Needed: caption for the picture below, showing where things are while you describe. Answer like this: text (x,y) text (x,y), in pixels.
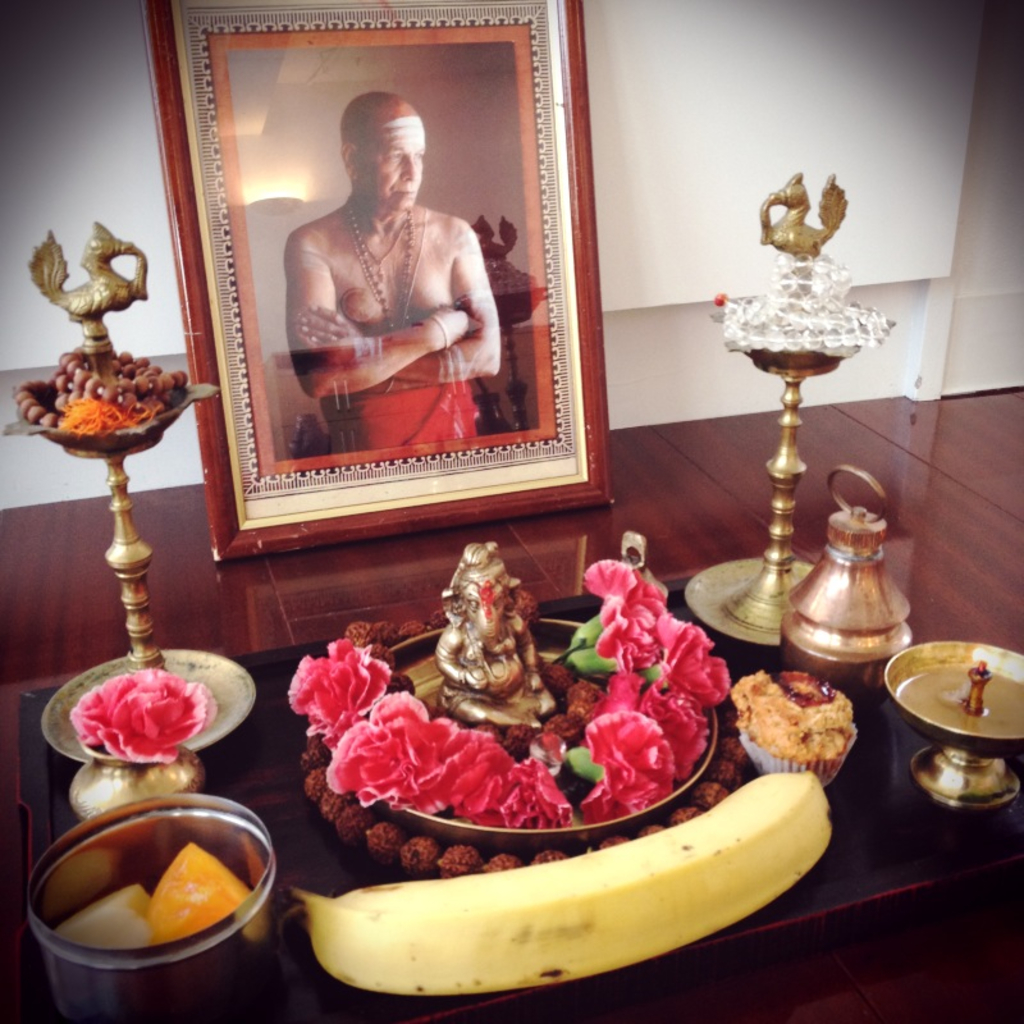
This image consists of a photo frame (199,226). In which there is a man (465,435). At the bottom (613,935), we can see a banana (513,900) along with flowers (433,731). And there is an idol (501,604). On the left (138,1009), we can see a box (249,941).
